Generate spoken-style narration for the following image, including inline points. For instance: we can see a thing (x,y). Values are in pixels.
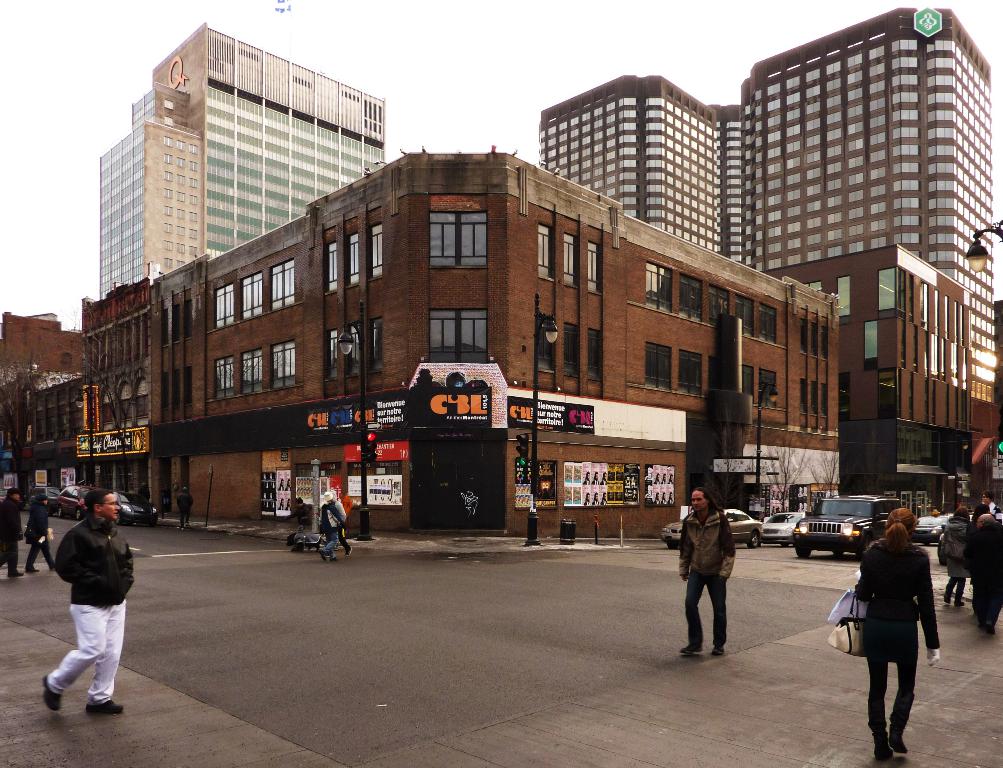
This image is taken outdoors. At the bottom of the image (311,663) there is a road (282,629). At the top of the image (409,96) there is a sky (534,38). In the middle of the image (446,496) there are a few buildings (234,403) with walls (330,388), windows (214,183), doors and roofs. There are a few poles (536,472) with street lights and signal lights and there are a few boards (86,440) with text (86,440) on them. On the left (87,517) and right sides of the image a few cars (845,503) are moving on the road (811,556) and a few people (73,619) are walking on the road (594,601).
